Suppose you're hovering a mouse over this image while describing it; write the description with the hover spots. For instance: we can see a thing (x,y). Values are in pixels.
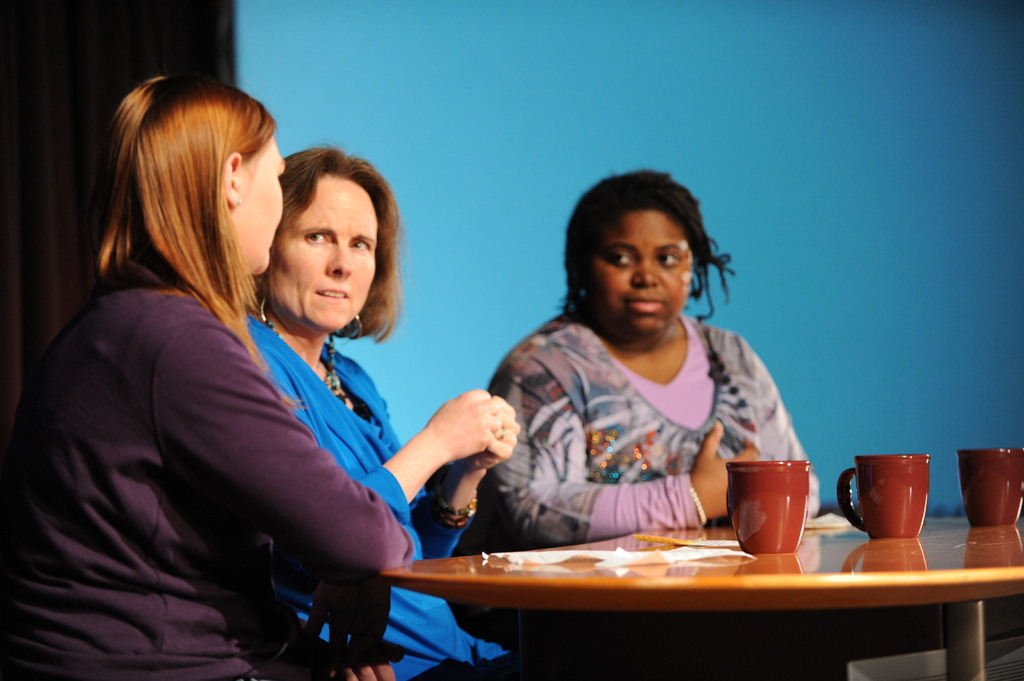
This is a picture taken in a room (490,386), there are a group of people (368,404) sitting on a chairs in front of the people (472,428) there is a wooden table (794,579) on the table (831,575) there is a three cups (986,498), paper (637,555). Background of this people (385,434) there is a wall (414,129) which is in blue color.
